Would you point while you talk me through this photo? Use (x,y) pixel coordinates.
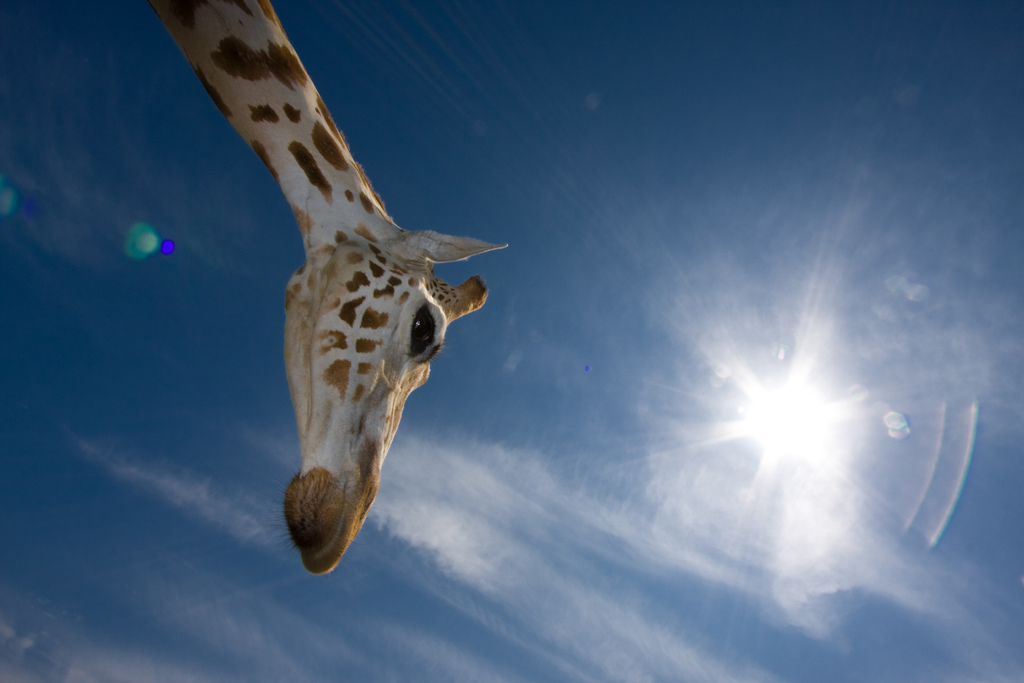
In this image there is giraffe (314,460), in the background (4,239) there is blue sky (836,82) and a sun (800,409).
